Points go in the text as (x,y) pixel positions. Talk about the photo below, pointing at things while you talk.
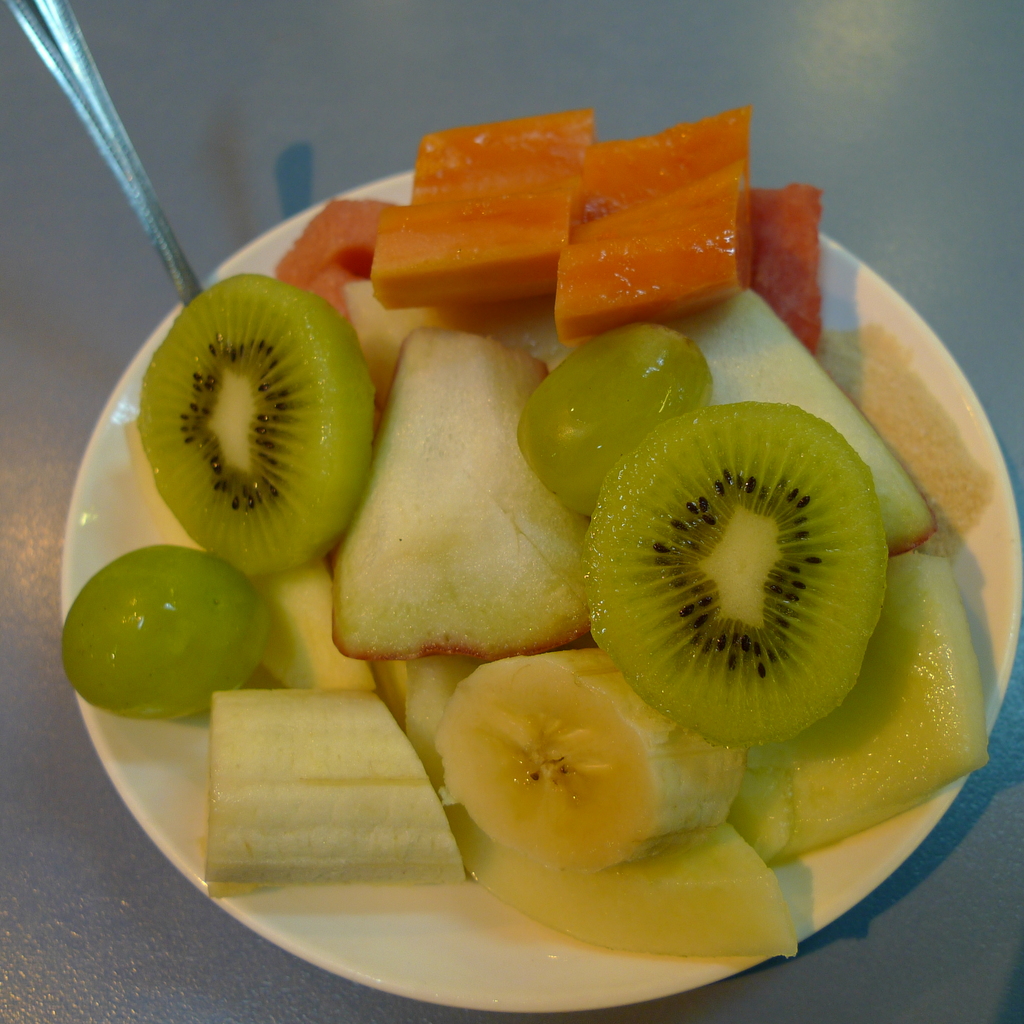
In this image we can see fruits (430,171) are cut and kept on a white plate (406,921) with spoon (179,250) which is placed on the surface (492,111).
